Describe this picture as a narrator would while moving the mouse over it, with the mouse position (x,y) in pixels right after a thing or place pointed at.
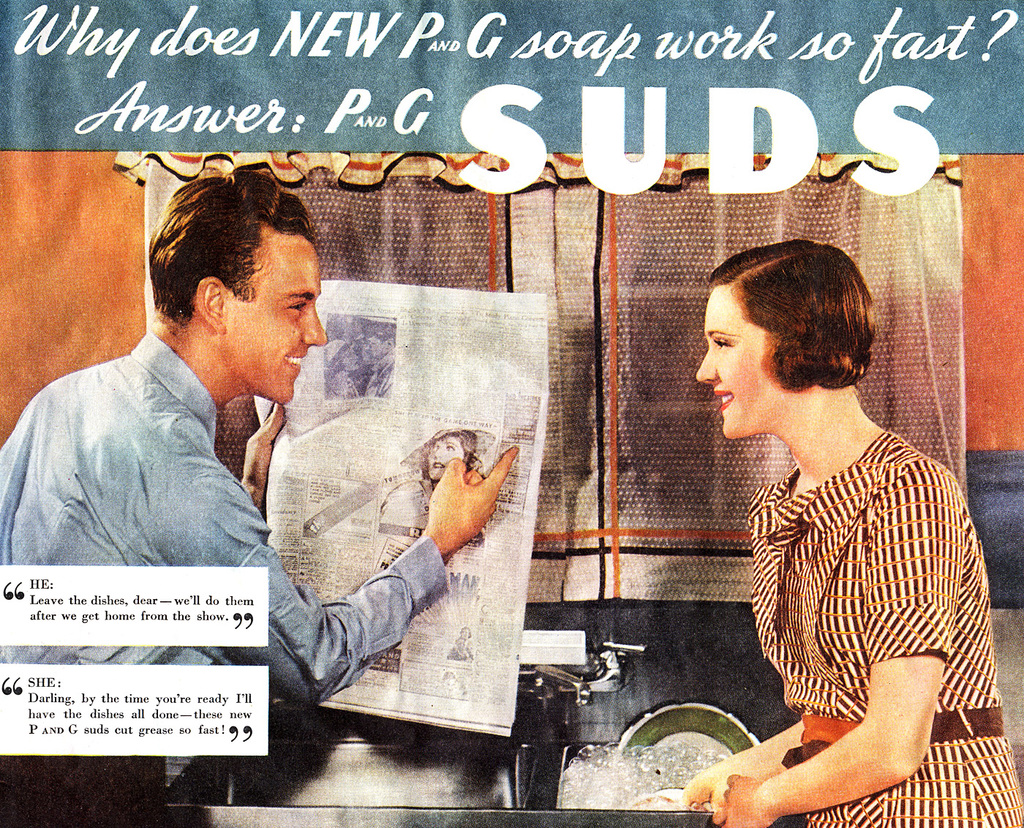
In the image we can see there are two people (937,575) standing near the hand wash sink (474,770) and the man (195,492) is holding a newspaper (418,509) in his hand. They are looking at each other.
